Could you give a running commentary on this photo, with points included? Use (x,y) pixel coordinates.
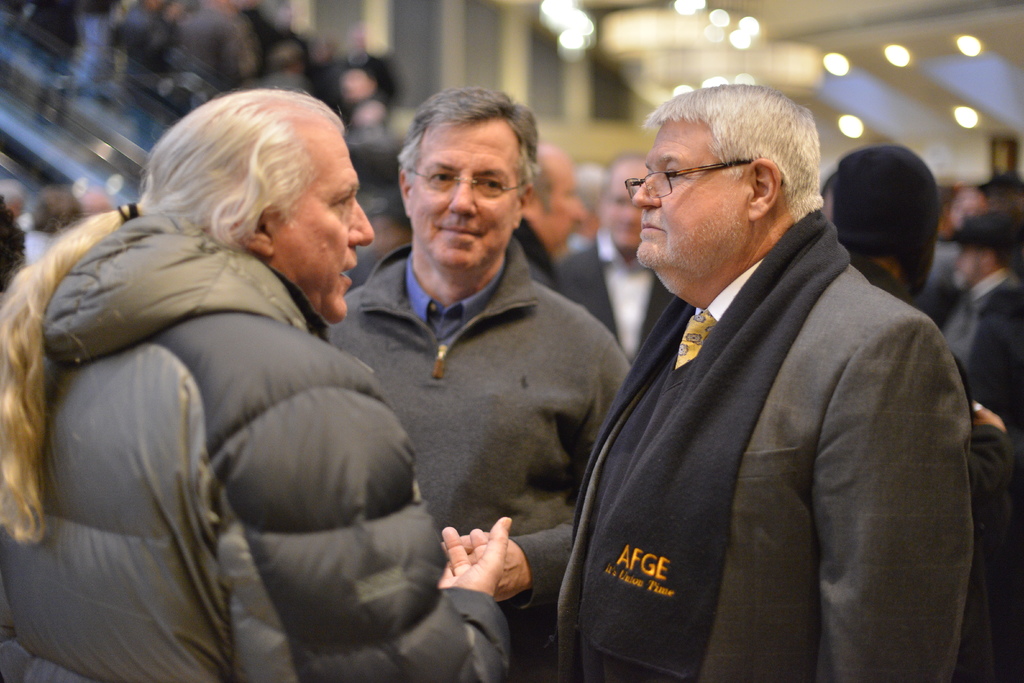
In this picture I see few people (702,138) standing and i see a man (400,498) on the left side (187,654) is speaking and i see a man (388,324) standing in the middle (484,352) and a man (694,91) standing on the right side (710,223) wore spectacles (641,185) and i see lights (744,39) to the ceiling (873,39).
